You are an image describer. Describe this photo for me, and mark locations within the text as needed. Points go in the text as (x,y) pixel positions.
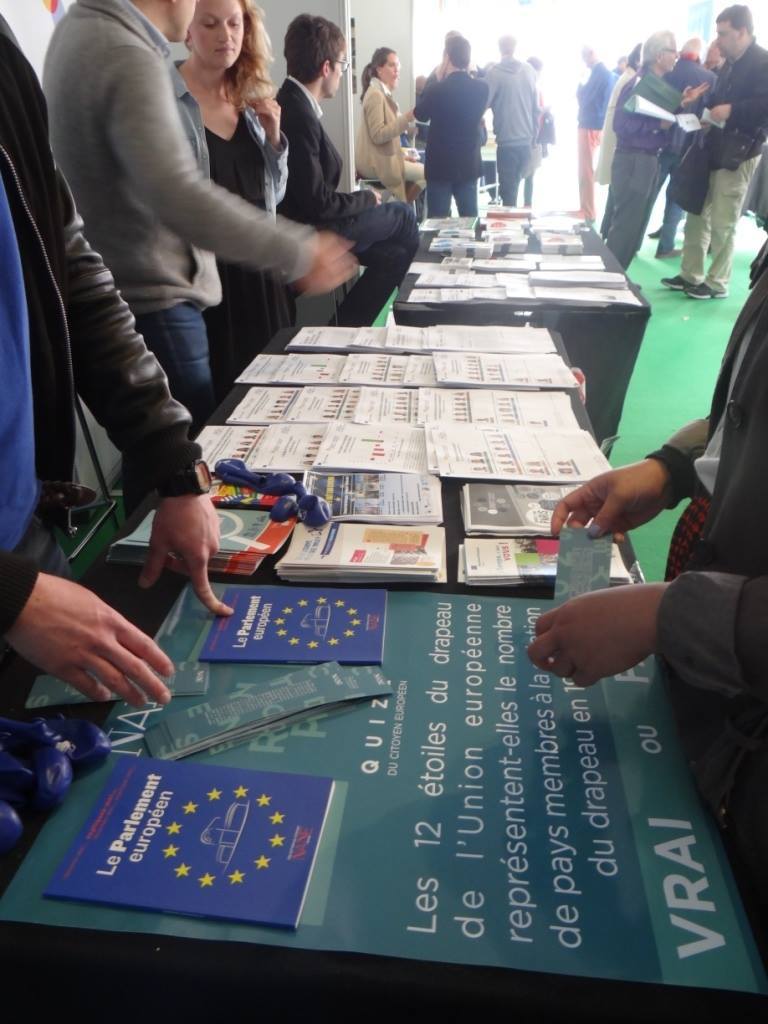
As we can see in the image there are few people (314,24) here and there and tables (526,611). On table (447,844) there is a banner (451,769), paper (439,488) and books (337,546).
